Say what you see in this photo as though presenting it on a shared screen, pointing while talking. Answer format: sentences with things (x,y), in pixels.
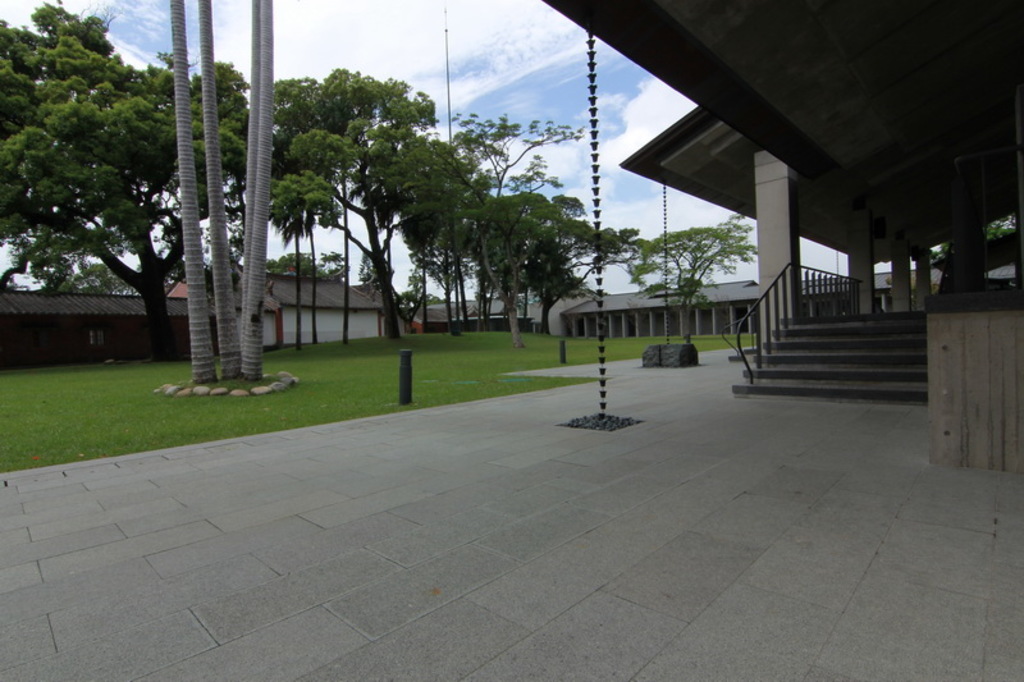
In the right side (885,332) these are the stairs (861,362), in the left side (8,130) there are trees (375,262) and in the down it's a grass (170,410).
